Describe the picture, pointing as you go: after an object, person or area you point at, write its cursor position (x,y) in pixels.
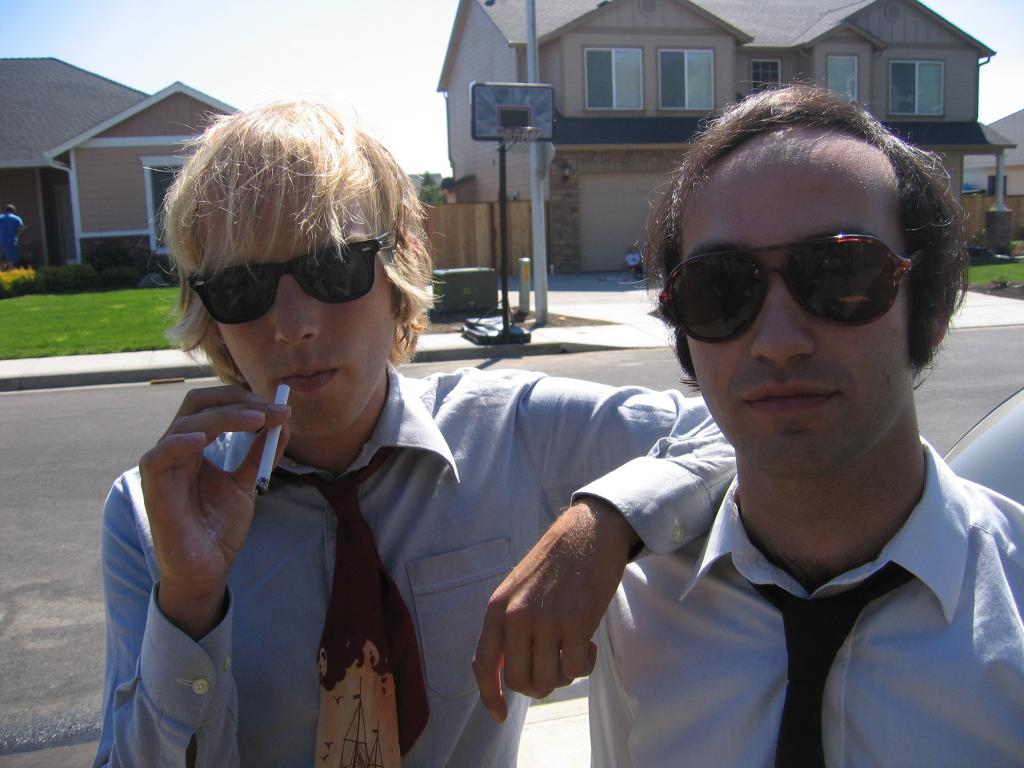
In this image we can see a man (361,427) wearing glasses (239,285) and holding the cigarette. We can also see the man (684,345) with the black tie (829,627). In the background (160,115) we can see some houses (509,77) and also poles (543,202) and road (78,410). Sky (214,23) is also visible in this image.
